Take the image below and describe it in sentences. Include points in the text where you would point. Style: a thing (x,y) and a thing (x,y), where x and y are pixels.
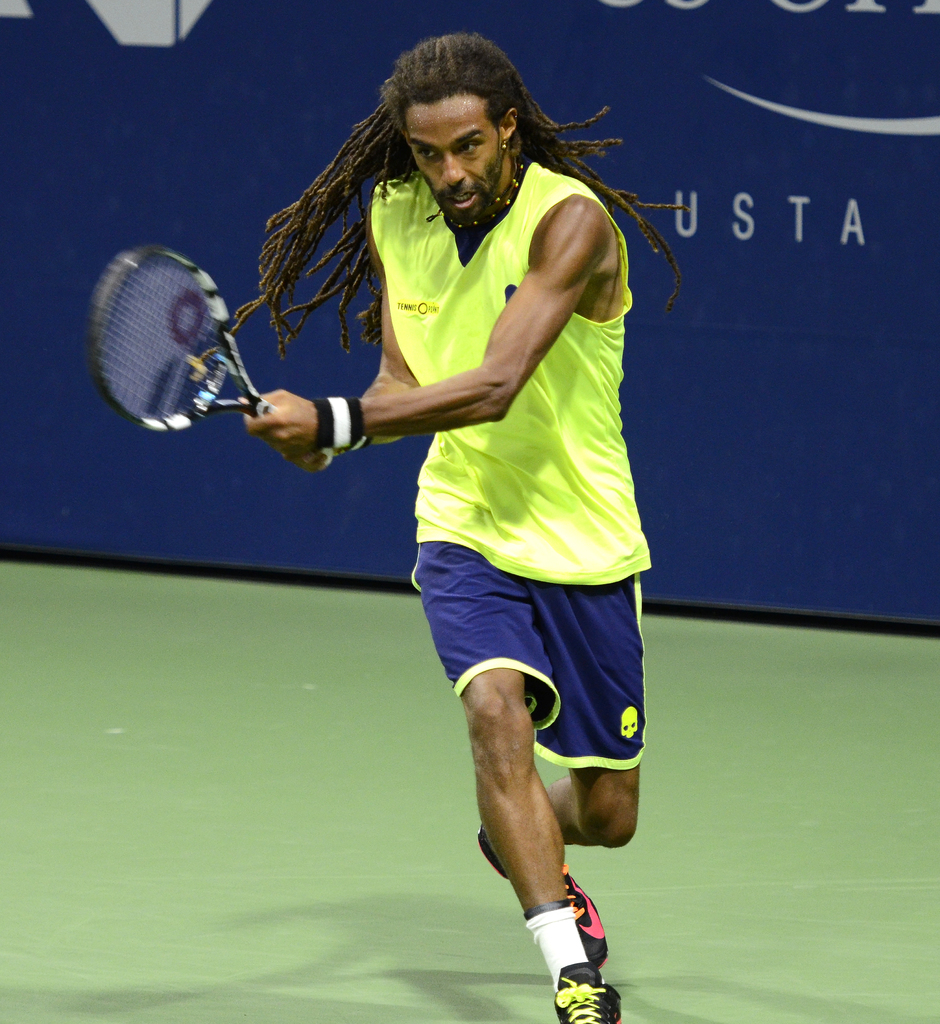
In this image, we can see a person (601,438) in front of the banner (788,197). This person (561,267) is wearing clothes (542,594) and holding a tennis racket (207,411) with his hands (286,423).
